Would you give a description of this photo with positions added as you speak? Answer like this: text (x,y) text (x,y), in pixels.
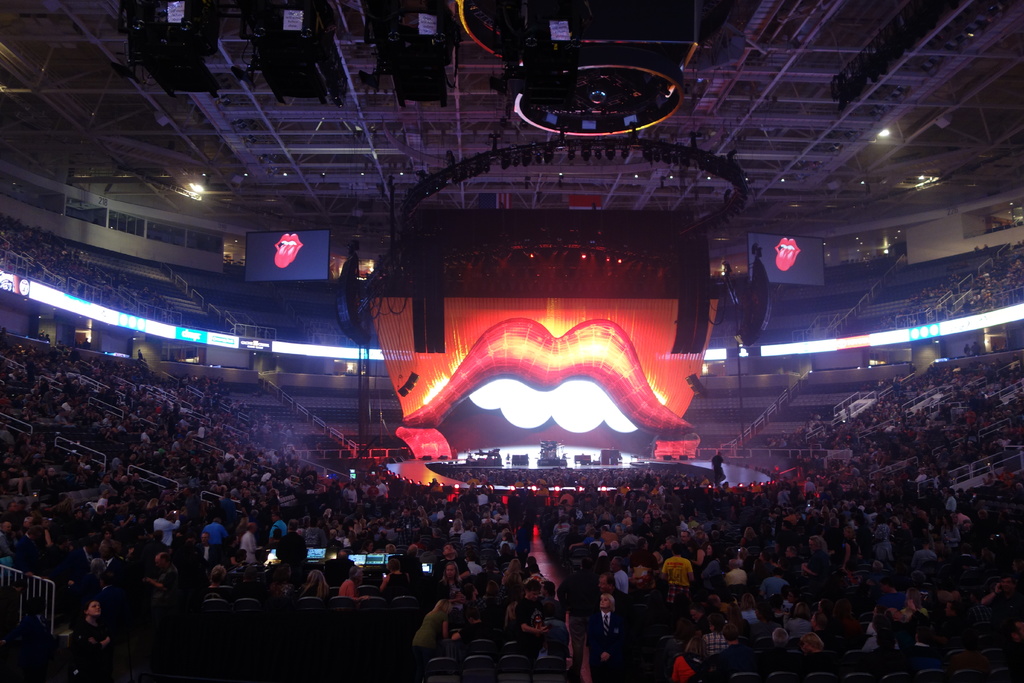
In this image we can see a group of people (890,553) sitting on chairs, some people (585,599) are standing. To the left side of the image (24,594) we can see, metal barricades (40,589). In the center of the image (629,431) we can see some screens (776,262), group of poles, lights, speakers (607,462) placed on the stage (633,456). In the background (835,345), we can see some devices (173,70) and a sign board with some text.
